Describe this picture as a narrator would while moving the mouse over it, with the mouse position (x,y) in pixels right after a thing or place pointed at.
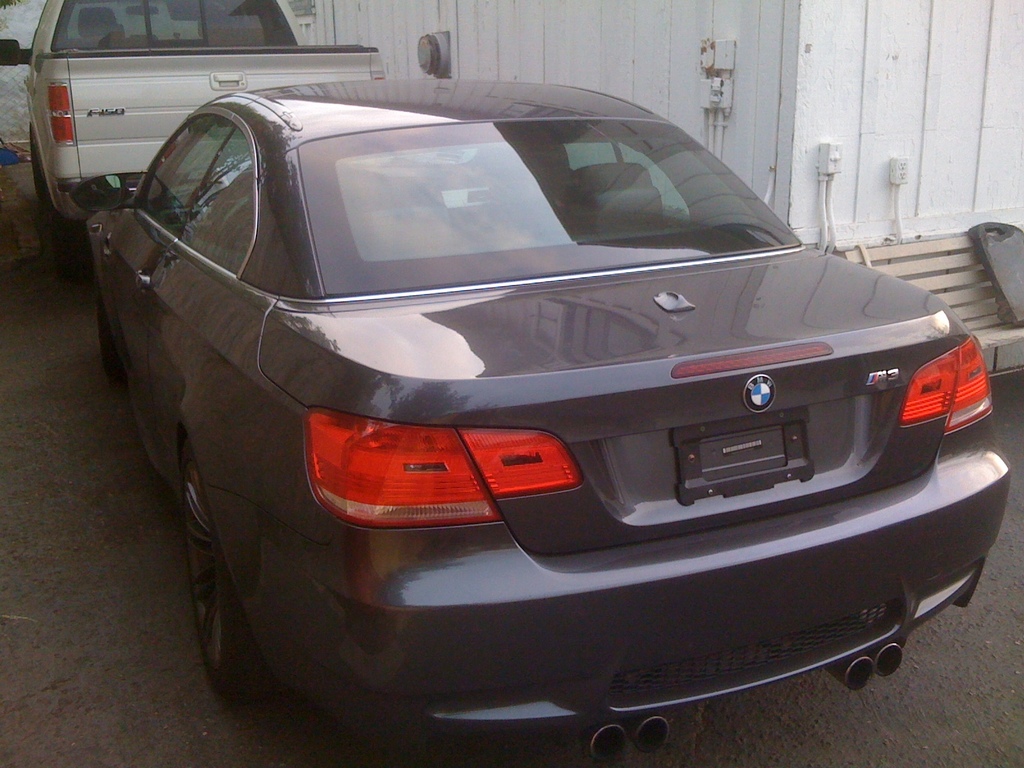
In this image we can see vehicles (588,532) on the ground (850,761) and there are objects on the wall (925,150) and there is an object (1022,303) on the bench (966,321) on the right side (972,280).
